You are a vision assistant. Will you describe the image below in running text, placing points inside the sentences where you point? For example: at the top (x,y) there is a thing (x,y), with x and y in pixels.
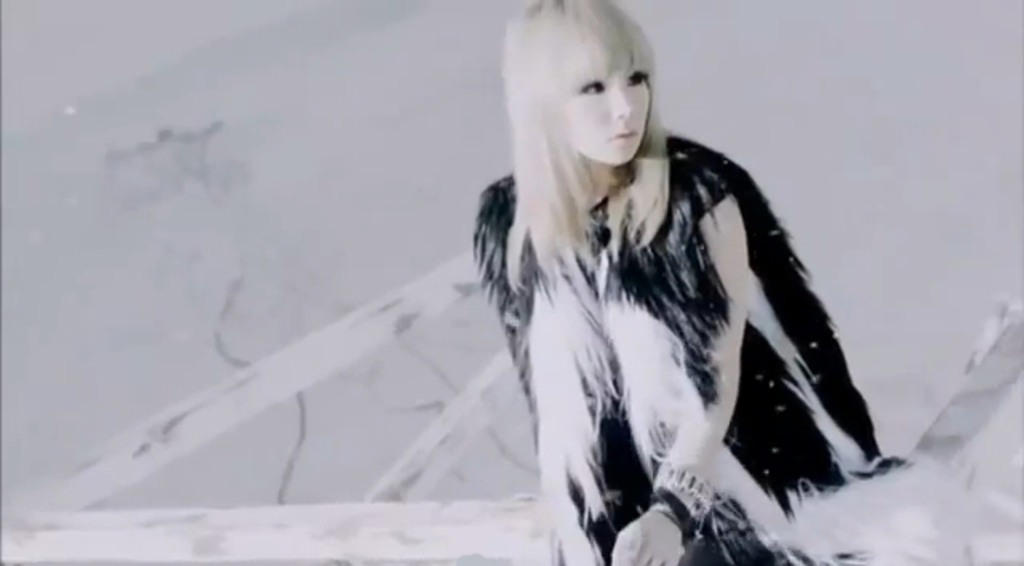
In this image, we can see a person (678,338) sitting. We can see some objects (247,520). We can also see the background (115,363).
